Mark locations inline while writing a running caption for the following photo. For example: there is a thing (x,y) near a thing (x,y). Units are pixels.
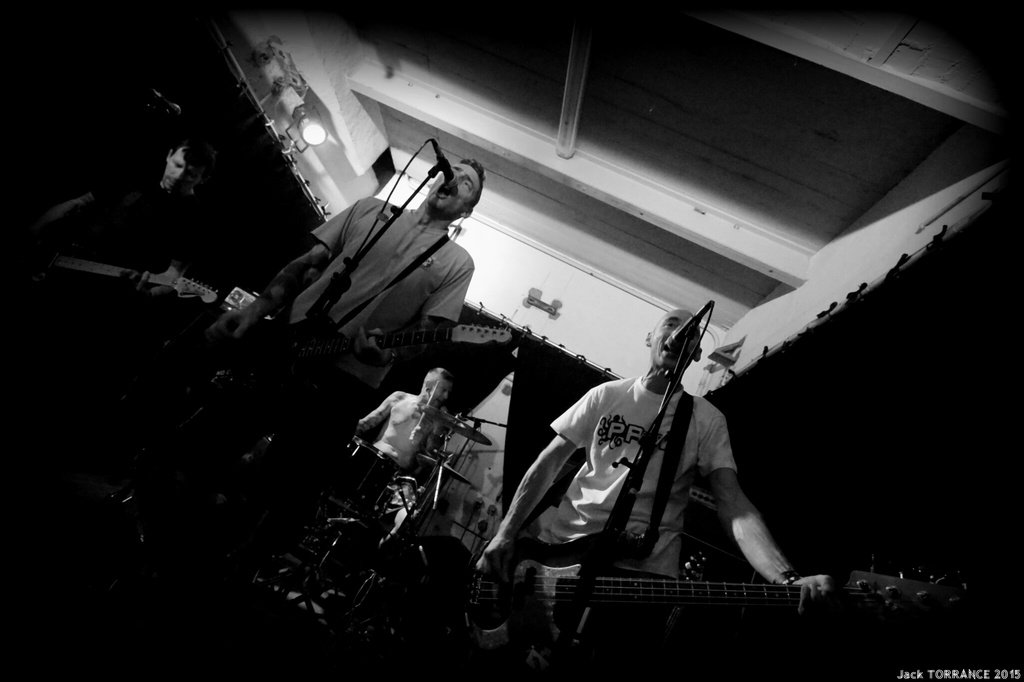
In this picture we can see four people (146,252), they are all musicians (377,363) they are playing musical instruments (777,597) in front of microphone (675,339). In the background (818,424) we can see some curtains (728,426) and lights (296,114).
